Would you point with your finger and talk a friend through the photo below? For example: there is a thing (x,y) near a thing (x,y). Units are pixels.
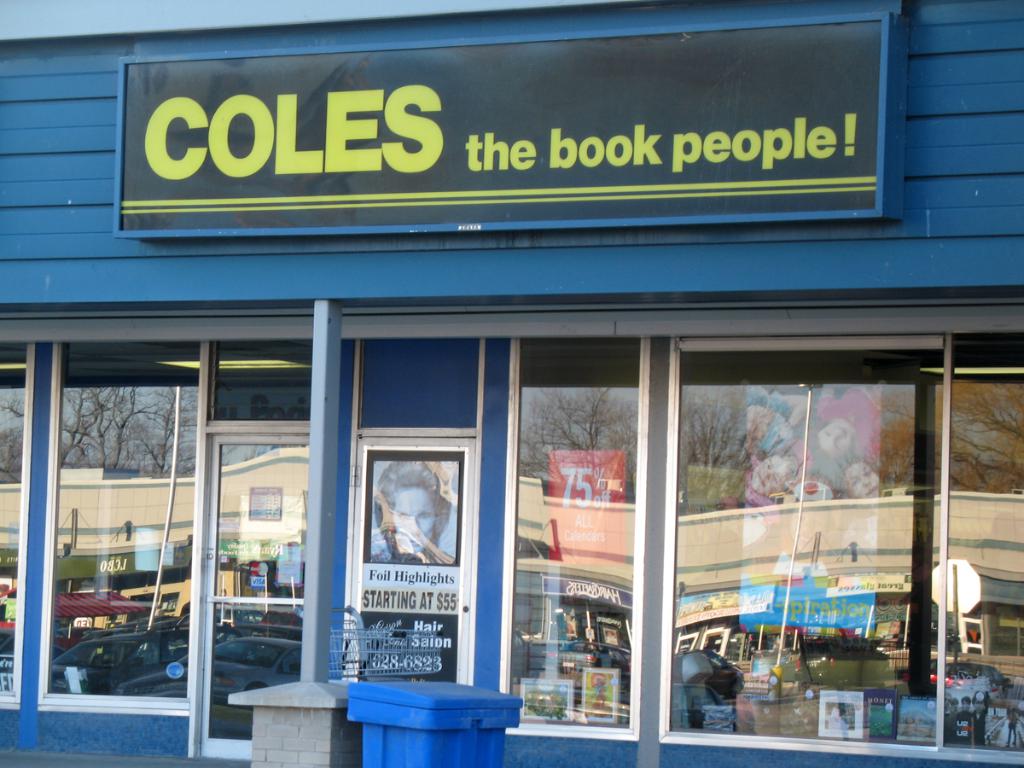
In the image there is store front (272,88) with glass window (246,554) and reflection (699,611) of buildings (763,520) on it with a dustbin (492,726) in front of it.
